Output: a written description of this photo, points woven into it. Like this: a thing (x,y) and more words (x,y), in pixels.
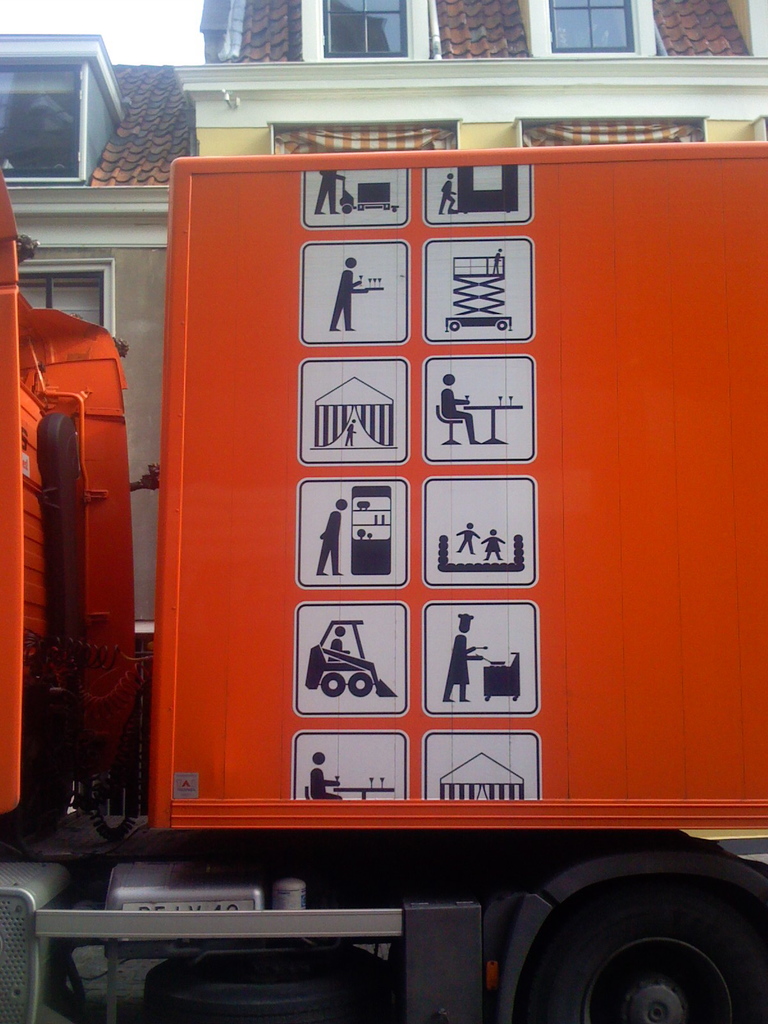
In the middle of this image (321,639), there are paintings (350,406) on an orange color vehicle (350,428). In the background (16,79), there are buildings (315,38) which are having windows (8,73) and there is sky (133,10).
